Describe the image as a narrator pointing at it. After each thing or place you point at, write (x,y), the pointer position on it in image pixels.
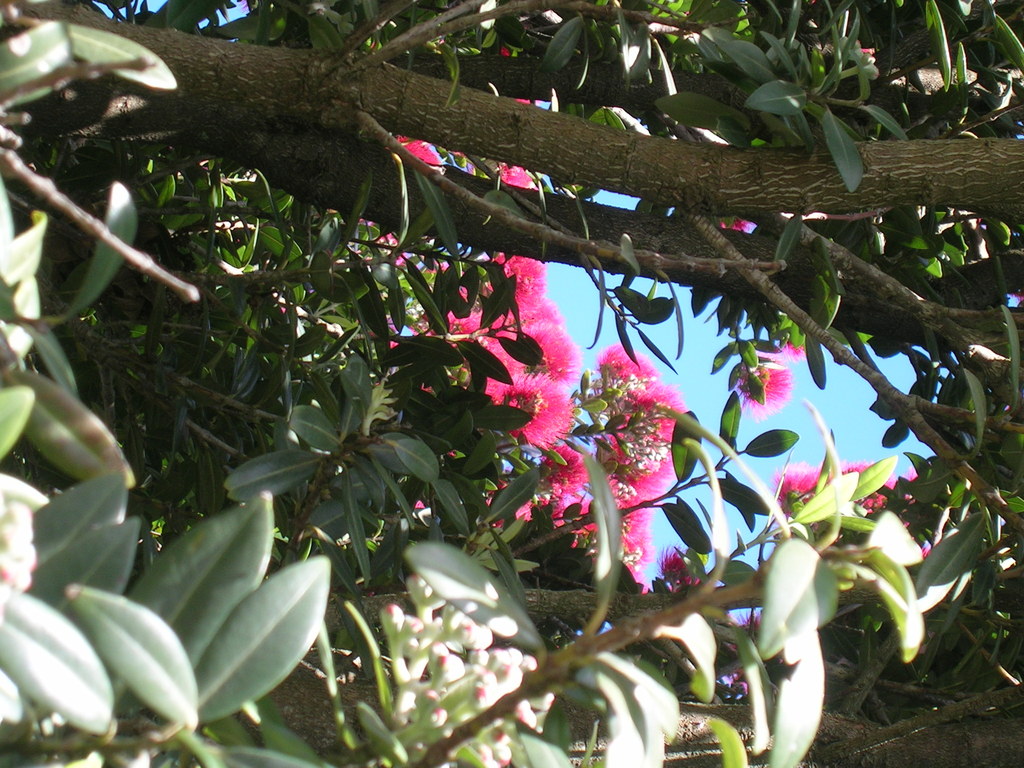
In this image we can see green leaves (272,397) and flowers (569,421).
